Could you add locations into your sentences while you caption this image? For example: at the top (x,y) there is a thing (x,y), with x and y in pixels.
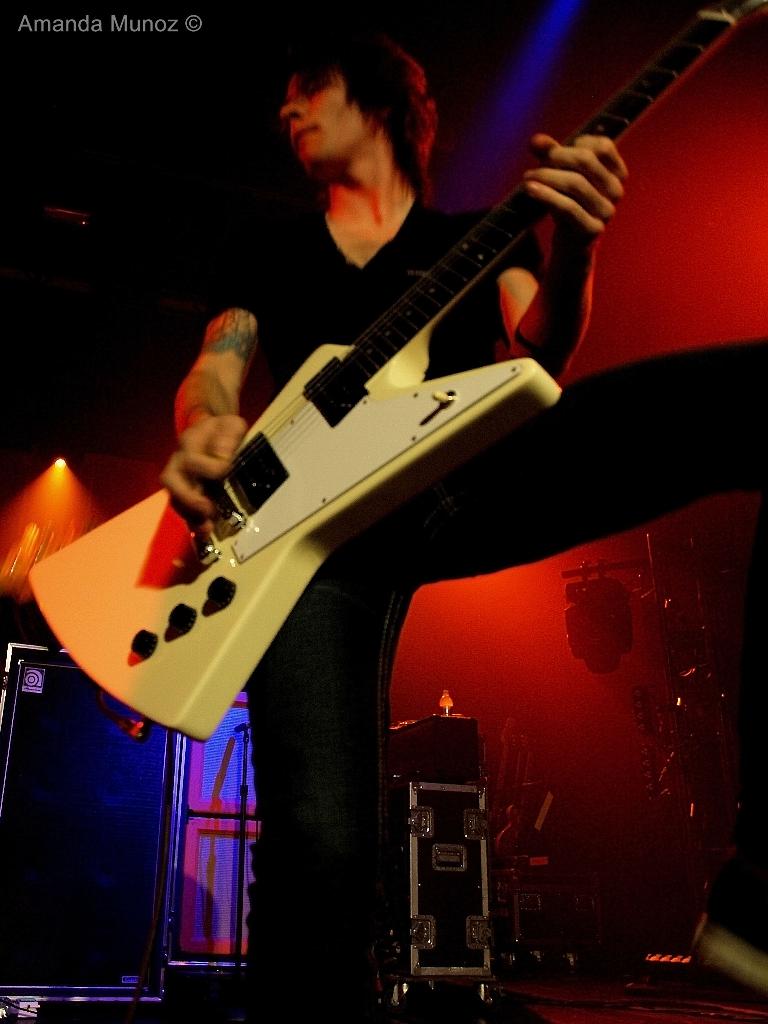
The picture shows that there is a person (284,1000) standing in the center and he is playing a guitar (161,694). This is a speaker (15,959) which is in the bottom left side (1,910). Here we can observe a musical instrument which is in the bottom right side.
